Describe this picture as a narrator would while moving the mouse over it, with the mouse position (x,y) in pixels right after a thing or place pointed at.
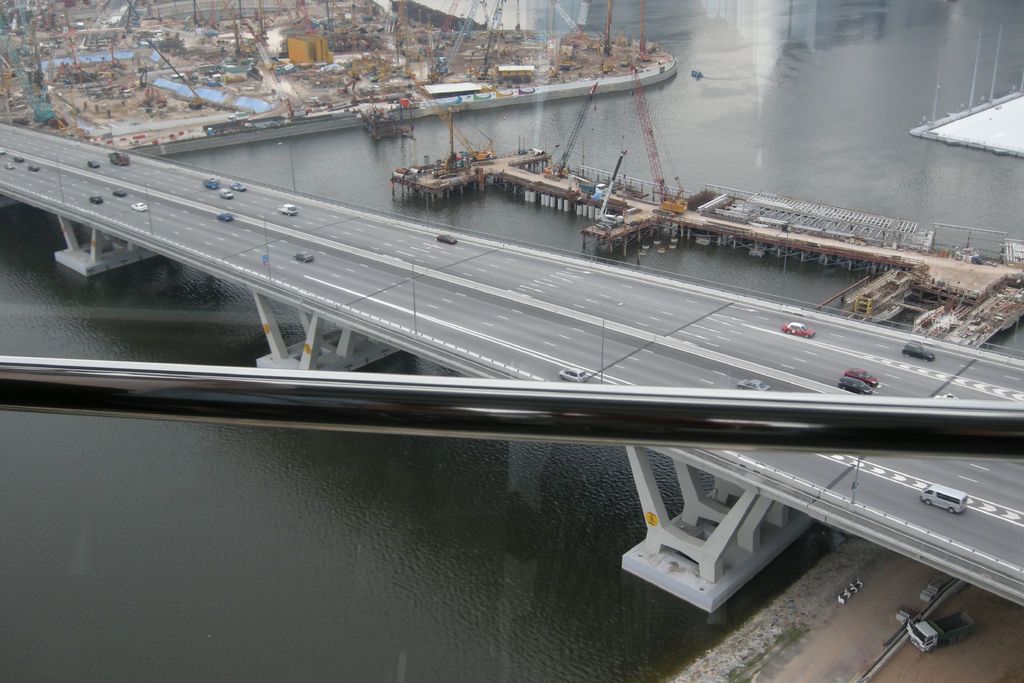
In this image we can see a bridge (211,233) and a few vehicles (853,387) on the bridge (716,337) and under the bridge (466,312) there is water (334,172) and a vehicle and some objects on the road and in the background (374,73) there something which looks like a shipyard (476,59).
